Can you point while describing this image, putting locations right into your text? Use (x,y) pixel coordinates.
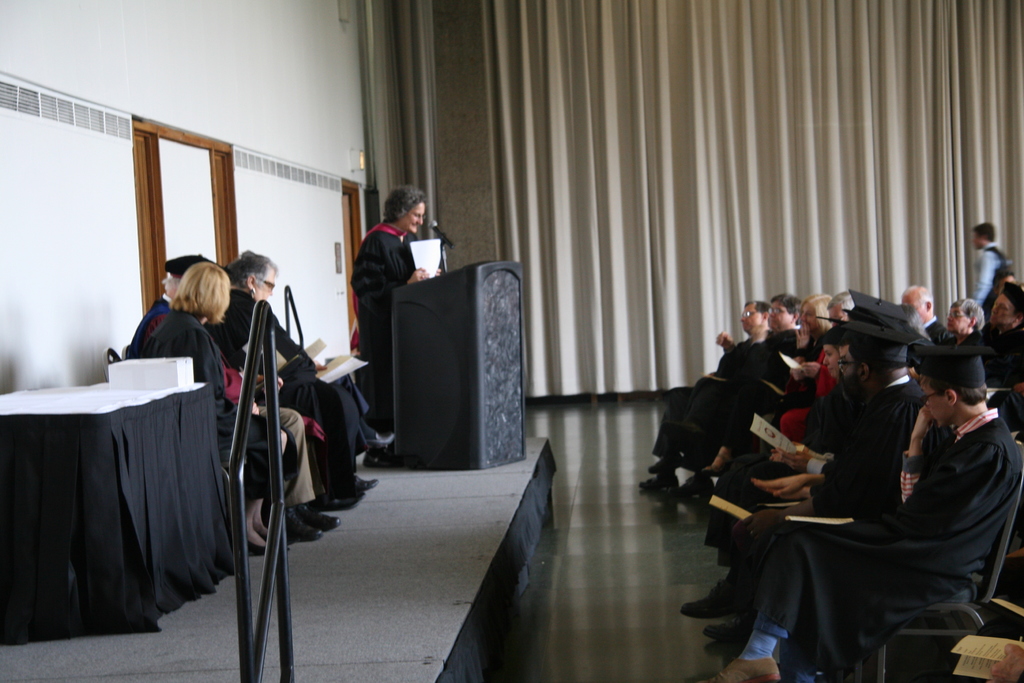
In the image we can see there are people (369,434) sitting and some of them are standing, they are wearing clothes (814,359) and shoes (349,494). Here we can see the podium (432,371), microphone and the table (165,509), on the table (163,398) we can see the box (174,382). Here we can see floor (578,609), curtains (603,155) and the wall (277,64). Some people (812,490) are holding papers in their hands (802,451).
